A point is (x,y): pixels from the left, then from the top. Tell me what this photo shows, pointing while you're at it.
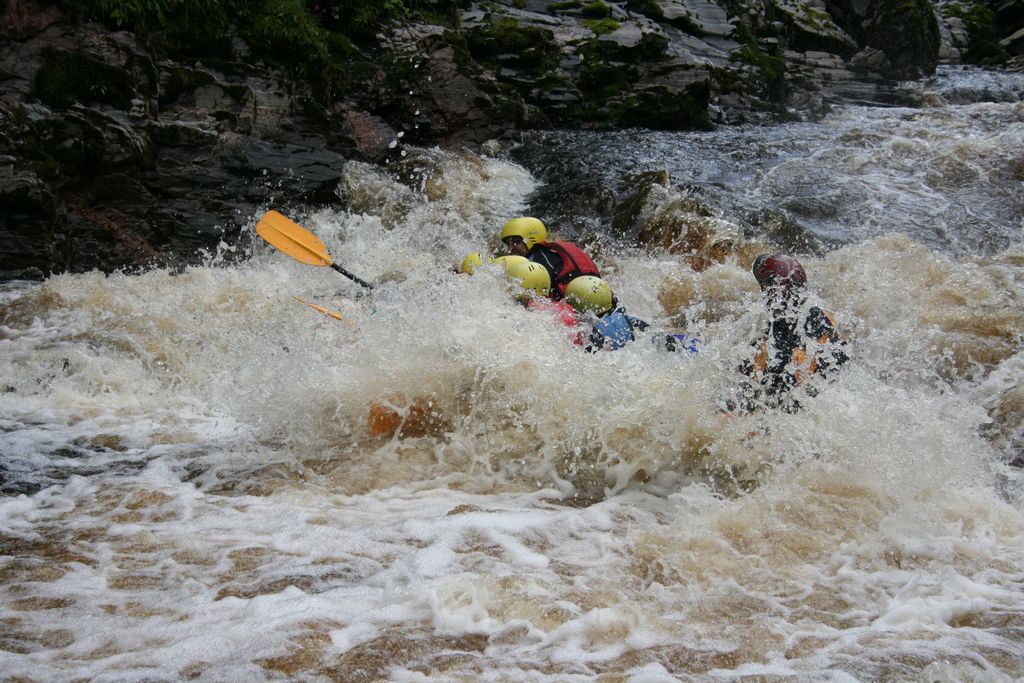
This image is taken outdoors. At the top of the image (164,116) there are a few rocks (364,83). At the bottom of the image (521,515) there is a river (430,333). In the middle of the image (515,233) a few people (776,350) are moving on the boat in the river (440,329).
